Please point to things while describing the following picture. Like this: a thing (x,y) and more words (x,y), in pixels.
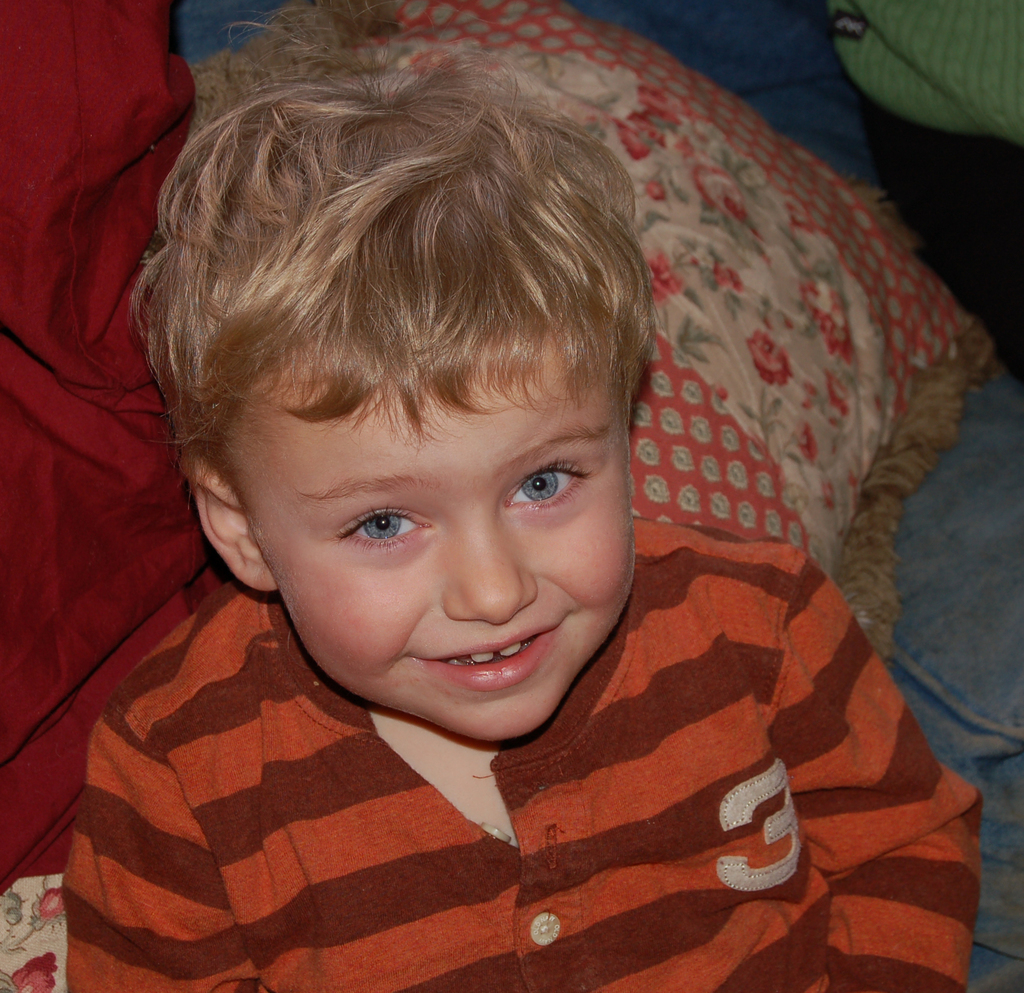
In this image there is a boy (435,644) in the middle (468,614). Behind him there is a pillow (489,43) on the right side (772,231) and a blanket (110,178) on the left side (97,252).
